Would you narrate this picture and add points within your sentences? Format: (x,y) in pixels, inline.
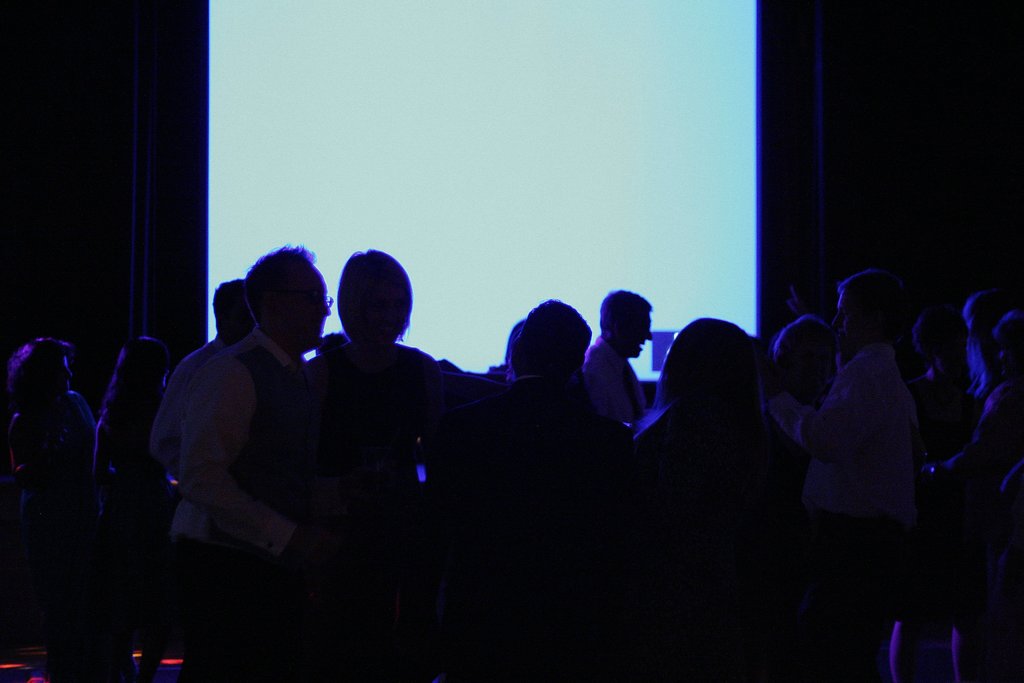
In this image I can see the dark picture in which I can see number of persons (398,485) standing. In the background (623,218) I can see the screen (517,88) and the dark background (8,58).
